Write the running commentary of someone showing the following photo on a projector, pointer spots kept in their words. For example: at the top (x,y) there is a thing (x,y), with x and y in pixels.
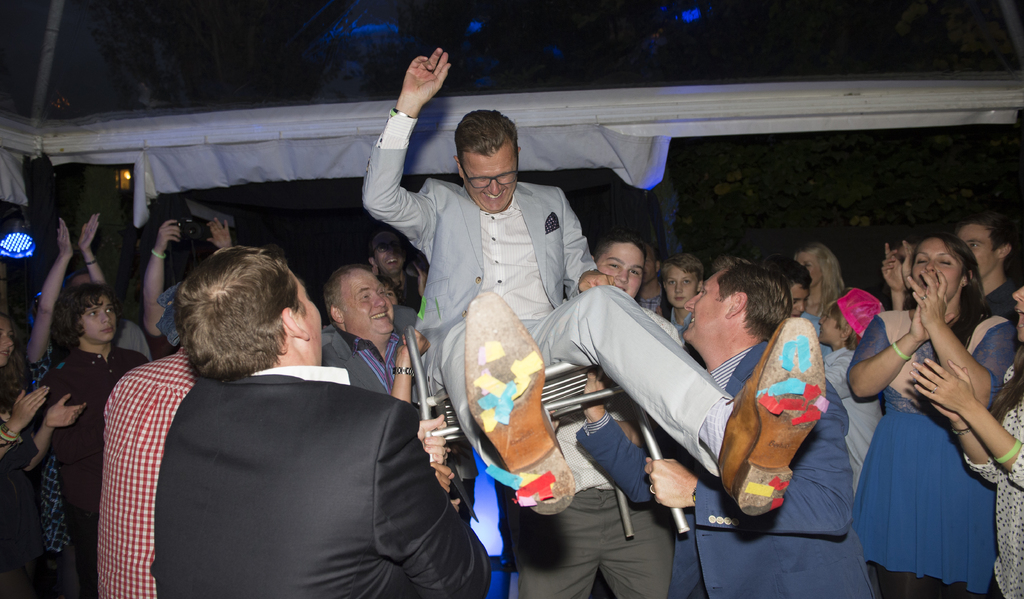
In the center of the image (543,303) there are people (116,517) standing and holding a person (468,348) in a chair (414,346). In the background of the image (754,63) there are trees (718,150).
